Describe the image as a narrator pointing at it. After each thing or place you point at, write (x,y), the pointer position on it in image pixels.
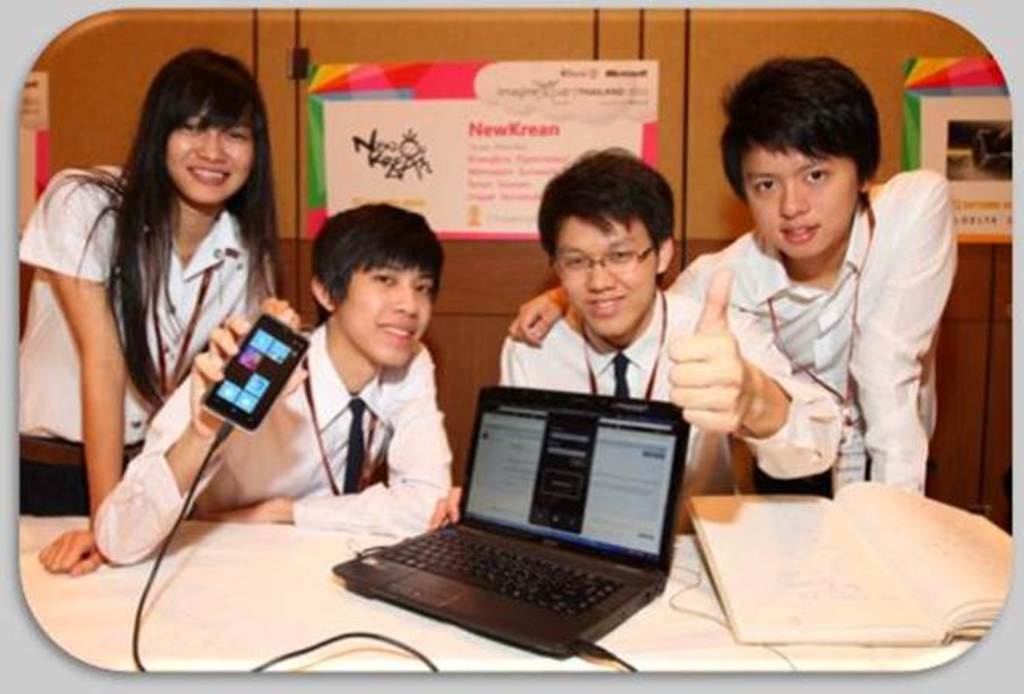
In this picture there are people (735,135) in the center of the image (571,345) in front of a table (198,594), table (212,605) contains a laptop (645,564), and a book (778,591) on it, there are posters (644,120) in the background area of the image (648,120), the boy (351,391) is holding a cell phone (279,384) in his hand (209,417).
